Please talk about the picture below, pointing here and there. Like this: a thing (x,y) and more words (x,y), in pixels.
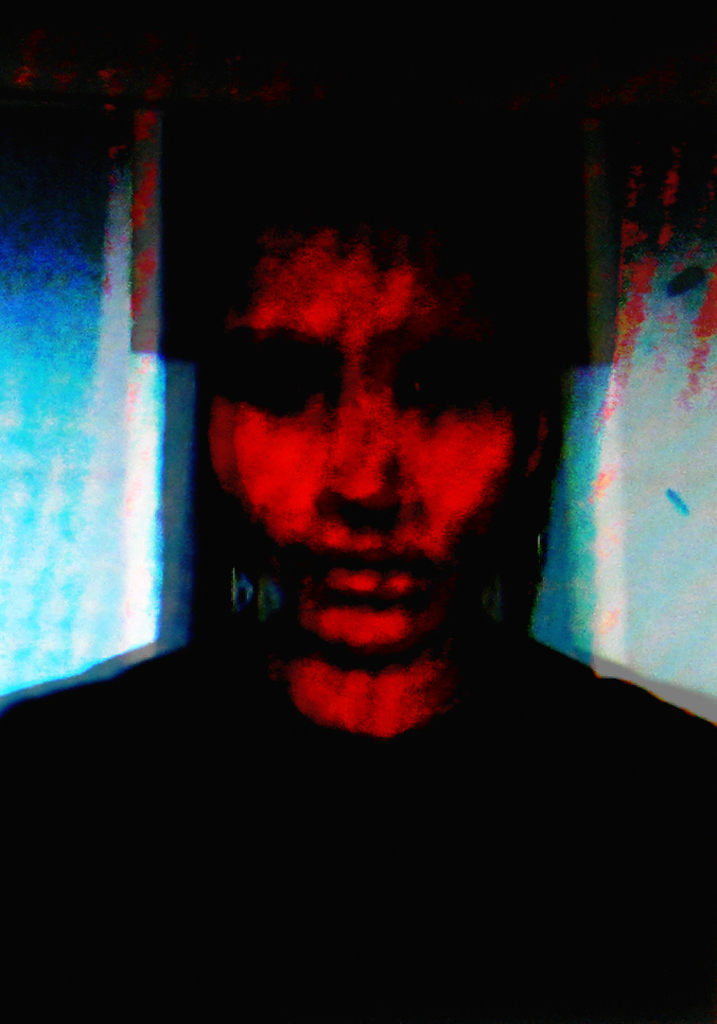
It is a photo. In the photo we can see a person (266,942).
